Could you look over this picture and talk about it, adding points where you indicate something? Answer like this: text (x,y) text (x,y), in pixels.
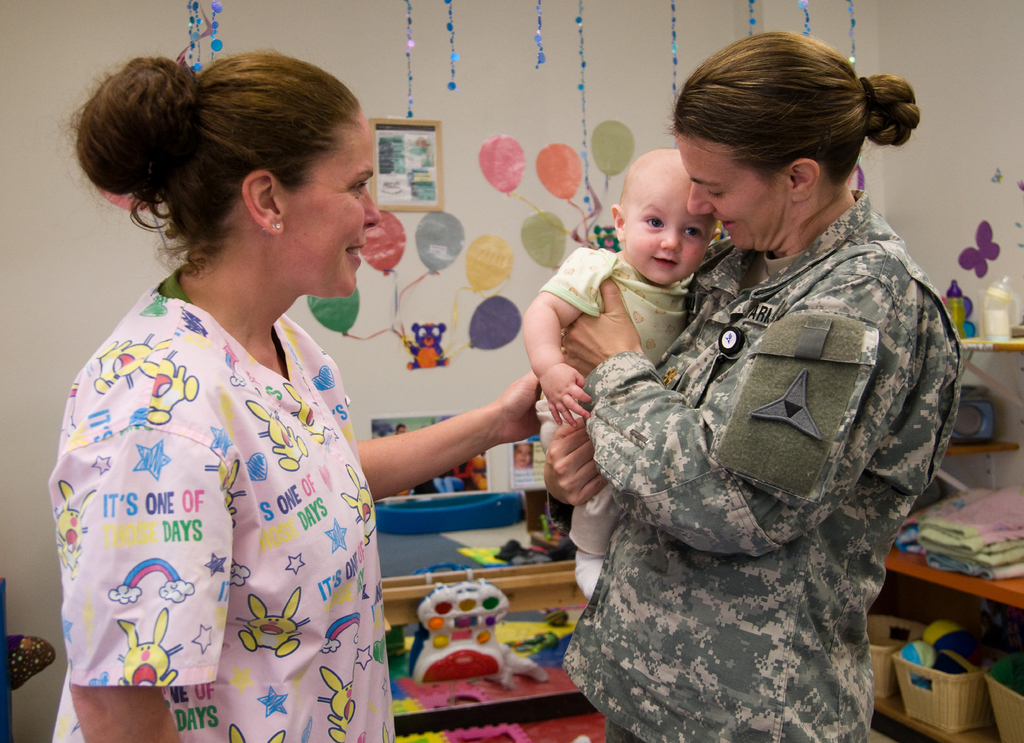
To the right side of the image (800,729) there is a lady (703,265) holding a baby (602,271) in her hand (566,467). To the left side of the image (323,271) there is another lady (67,490) wearing pink color dress (329,365). In the background of the image (483,49) there is a wall (231,22). There is a photo frame (390,167). To the right side of the image (908,580) there is a shelf (962,454). There are many objects (955,542) in the shelf (1004,582).
